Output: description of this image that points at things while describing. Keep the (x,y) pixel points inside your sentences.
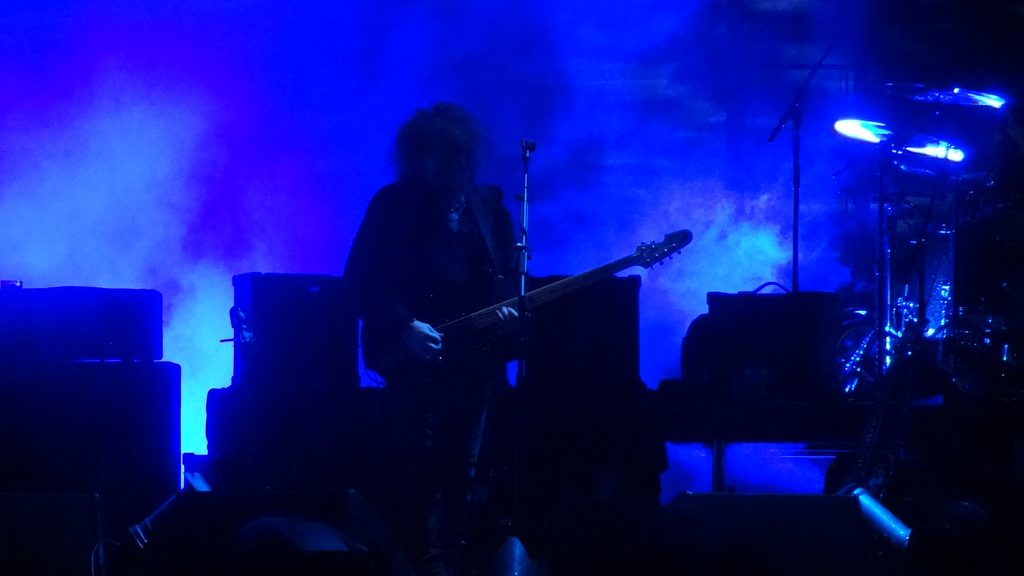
This is a picture taken in a dark, a person (434,250) is standing and holding a music instrument (482,320) in front of the person (454,206) there is a microphone stand (522,212). On the right side of the man (496,271) there are the music instruments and smoke (190,351). Background of the man (416,271) is in blue color.
